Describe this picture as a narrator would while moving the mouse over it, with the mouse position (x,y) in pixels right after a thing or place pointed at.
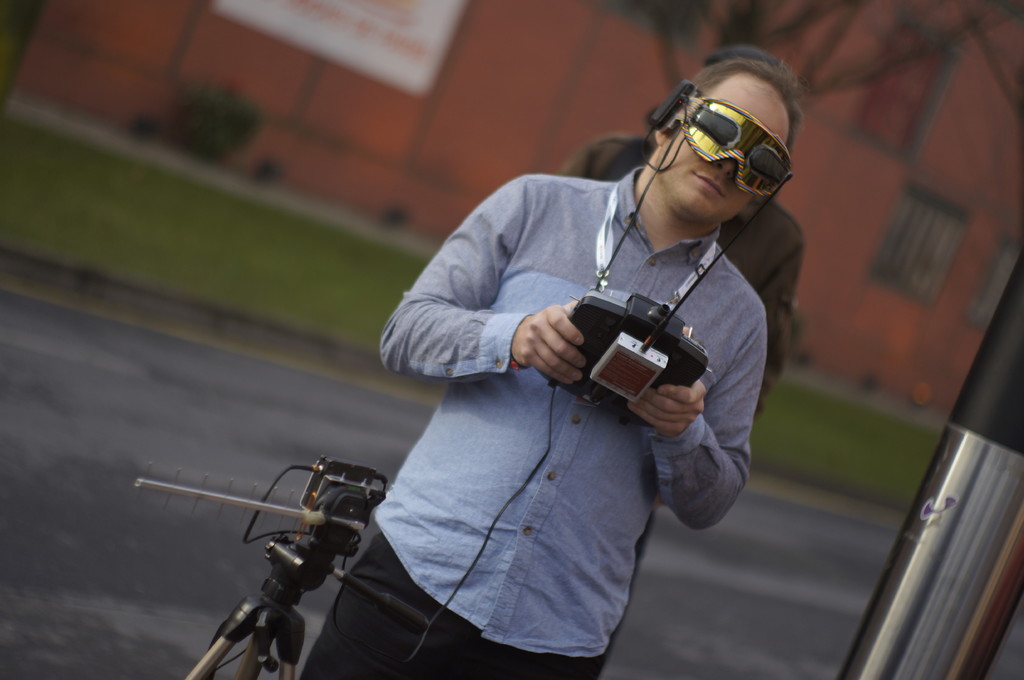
In this picture, we see a man (664,227) in the blue shirt (609,461) is standing. I think he is playing the video game (623,319). Behind him, we see a person (761,271) is standing. On the right side (1004,604), we see a pole (914,536). Beside him, we see a stand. At the bottom (141,581), we see the road (187,405). Beside that, we see the grass (245,296). In the background (835,163), we see a shrub (252,120) and a building (828,235) in brown color. We see a board (426,47) or a banner (401,70) in white color with some text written on it.
